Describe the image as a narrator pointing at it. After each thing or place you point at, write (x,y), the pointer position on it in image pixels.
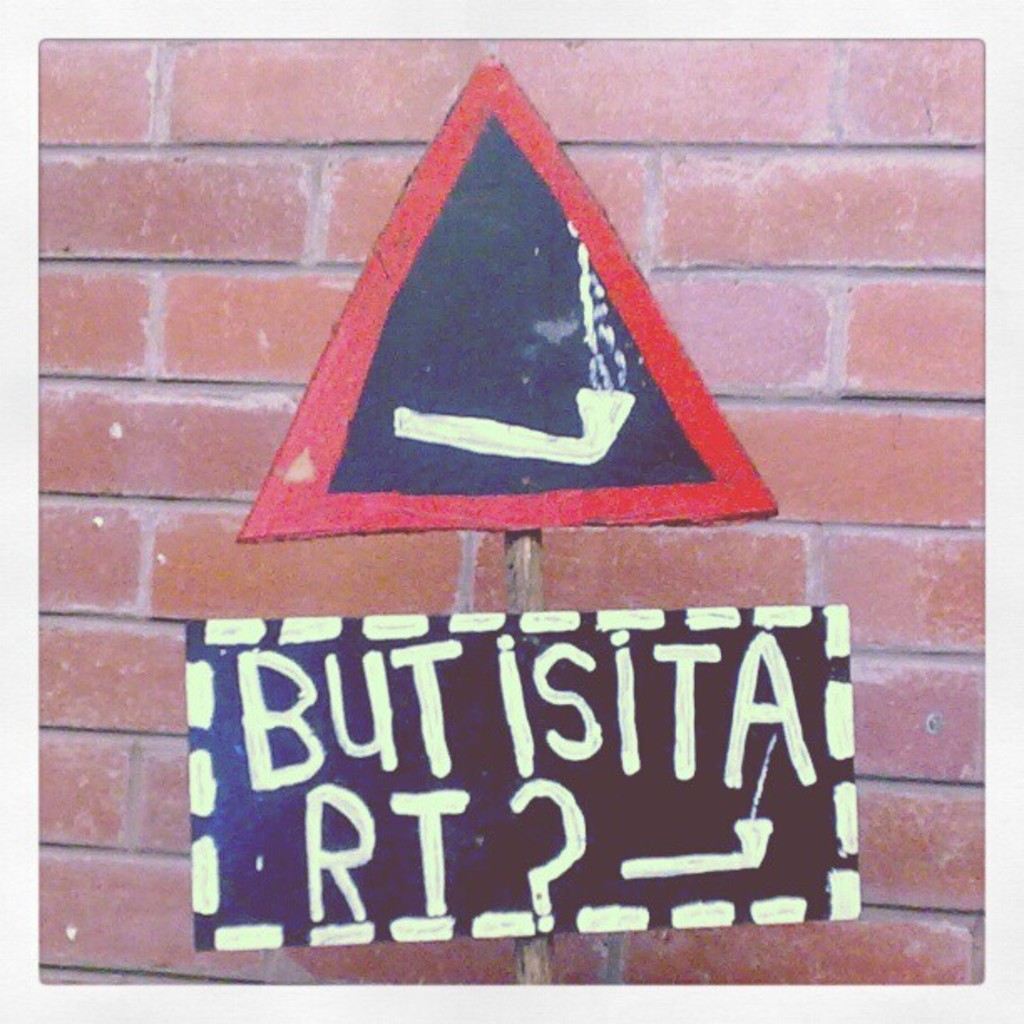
In this image, we can see the brick wall (456,963) and we can see the sign board (660,730) in front of the wall (310,204).
